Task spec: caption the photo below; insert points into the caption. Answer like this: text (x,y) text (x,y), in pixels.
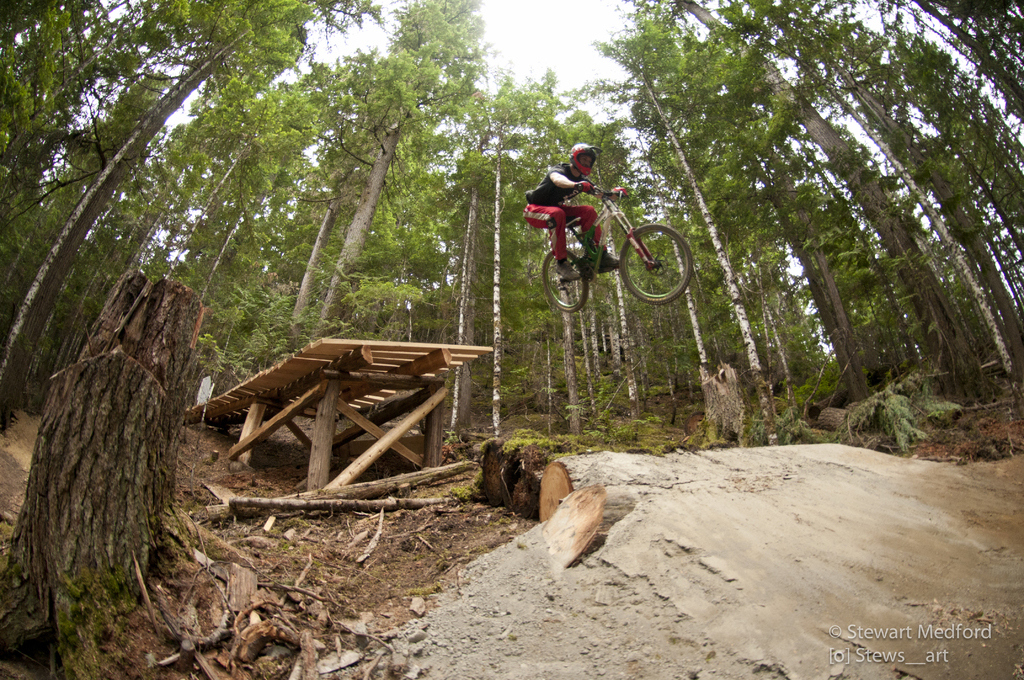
Here we can see a person (560,258) riding a bicycle (572,284) and he is in the air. There are trees (304,14). In the background (592,14) there is sky (574,36).
